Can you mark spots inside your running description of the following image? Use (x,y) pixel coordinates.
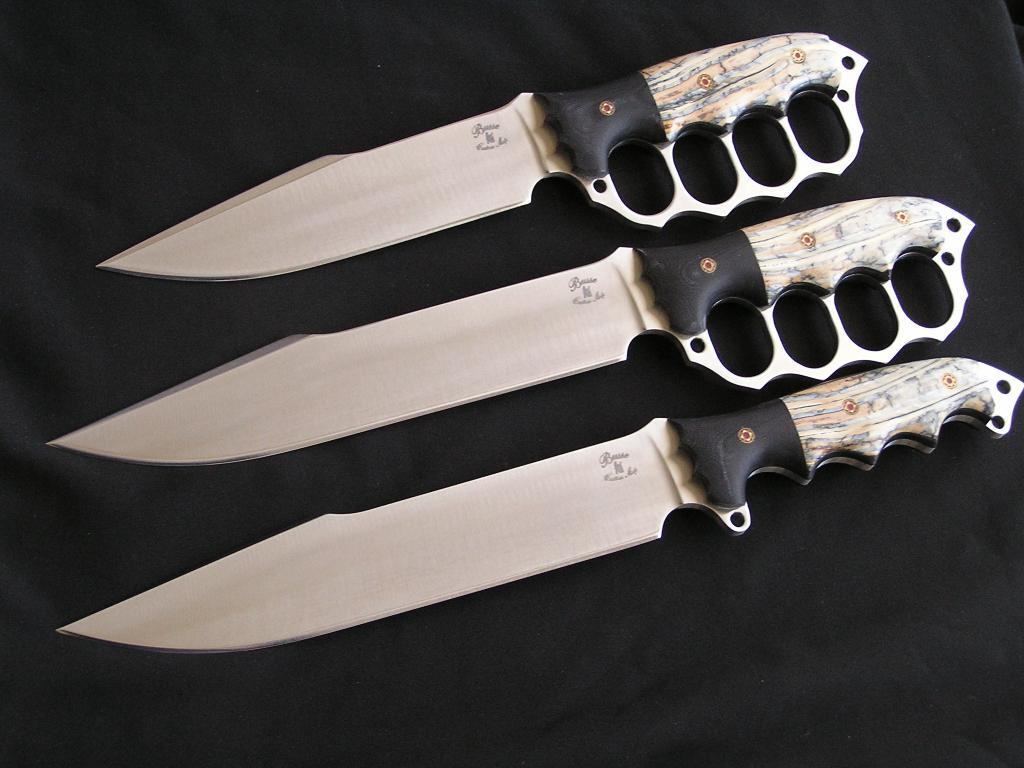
In the picture we can see three knives (636,499), two are with knuckle guard handles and they are placed on the black cloth (677,516).
